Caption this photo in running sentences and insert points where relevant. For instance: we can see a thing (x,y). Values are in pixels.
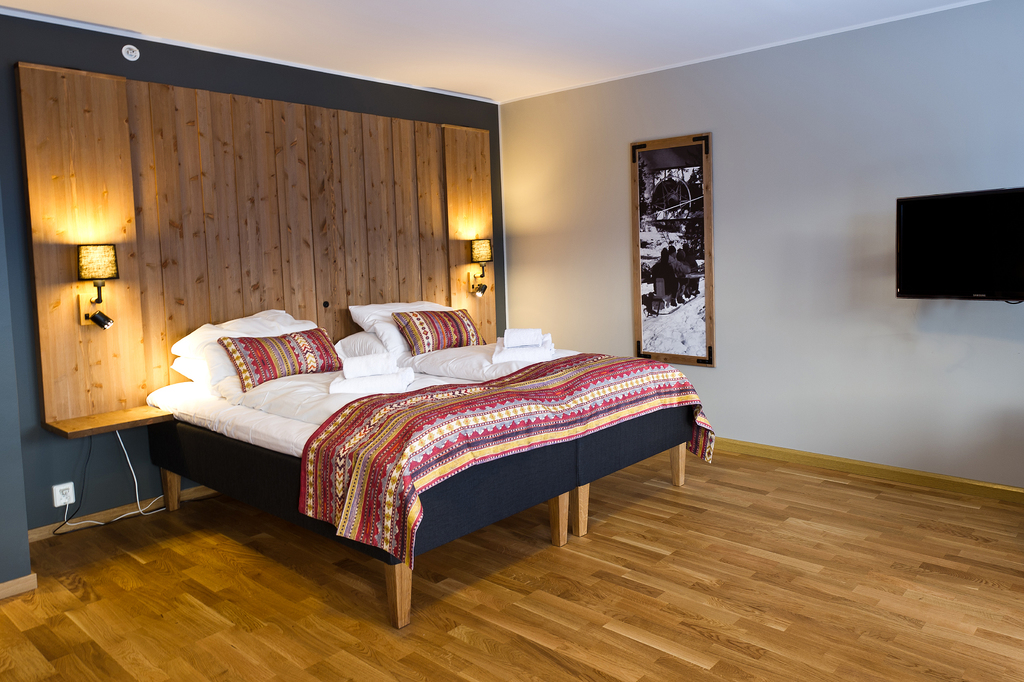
In this image, There is a bed (514,441) contains pillows (288,350). This bed (321,406) covered with bed sheet (491,439). There is a TV (951,230) and painting (684,181) attached to the wall (803,266).
